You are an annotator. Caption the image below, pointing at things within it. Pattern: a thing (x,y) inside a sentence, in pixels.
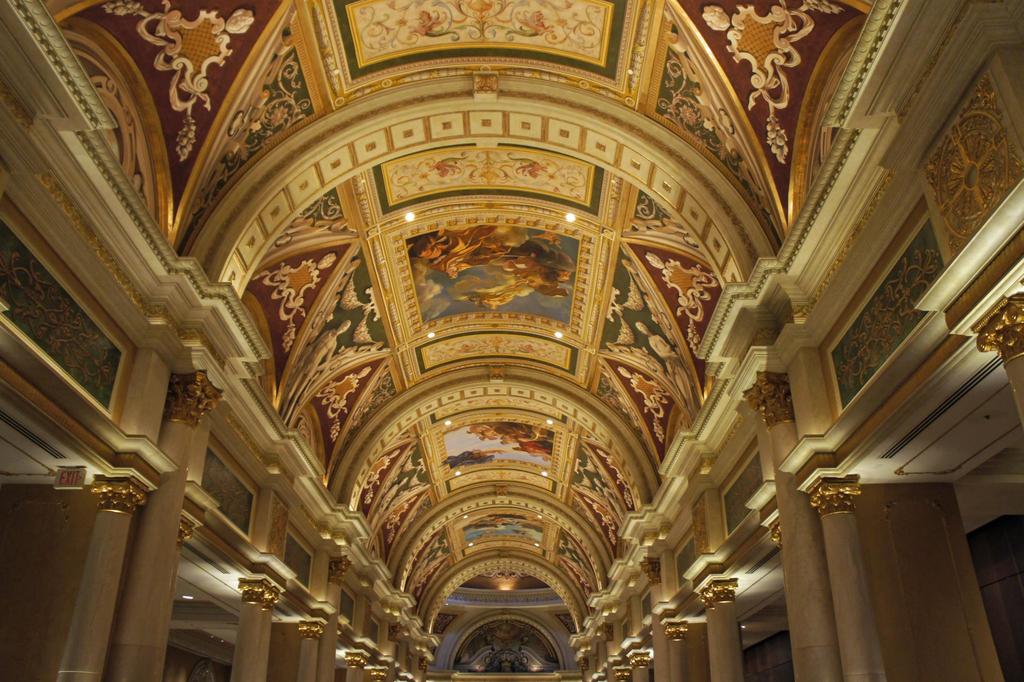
At the top of the image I can see the lights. In the image I can see drawing (470,282) on a wall (676,375).
